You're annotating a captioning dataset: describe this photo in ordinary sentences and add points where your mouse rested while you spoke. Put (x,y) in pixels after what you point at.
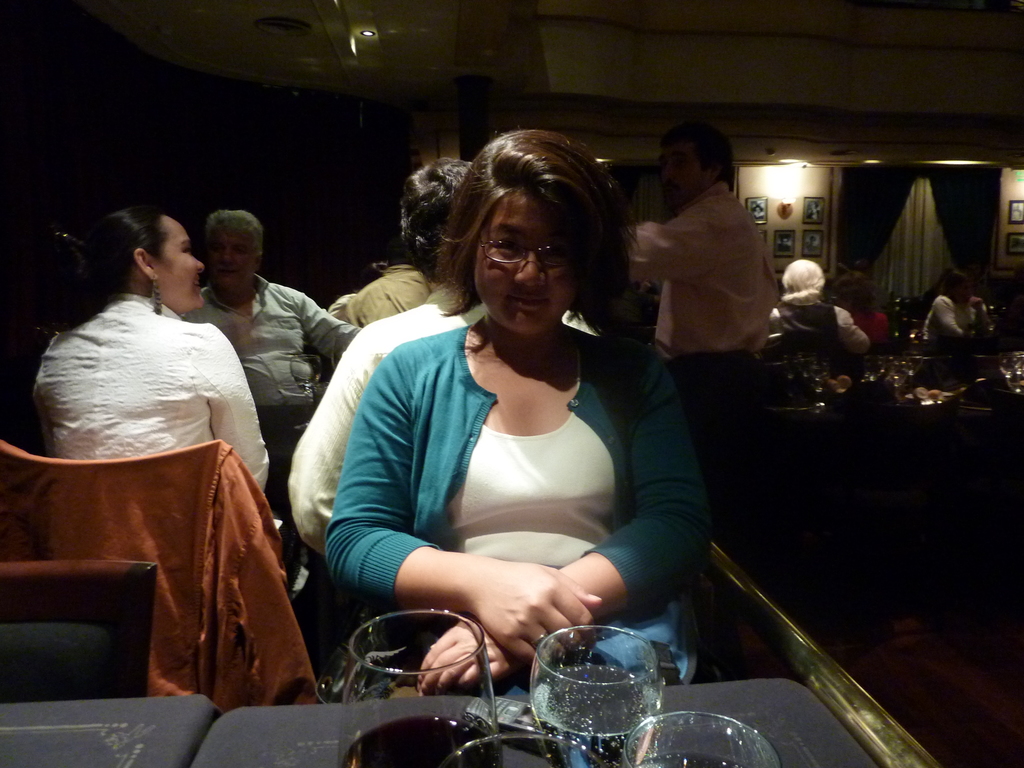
In the foreground of the image (481,420) we can see a person (585,472) wearing dress (486,401) and spectacles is sitting on the chair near the table (677,700) where glasses (586,685) with drinks (561,683) in it are placed. In the background (73,411), we can see a few more people (200,417) sitting on the chairs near the table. The background of the image (857,205) is dark, where we can see the photo frame (811,255), we can see the ceiling lights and curtains (882,267).
